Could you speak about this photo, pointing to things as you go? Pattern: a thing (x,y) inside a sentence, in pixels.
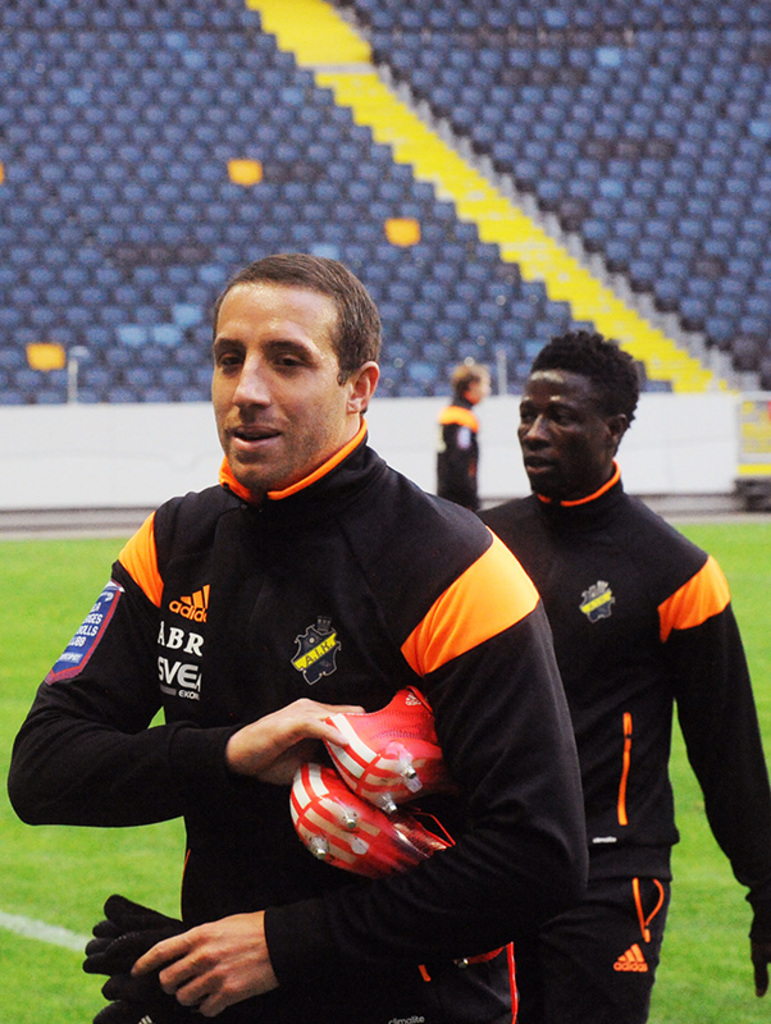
In the image I can see two people (332,743) in same dress (478,813), among them a person (141,733) is holding the gloves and to the side there are some chairs (642,286) on the staircase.
